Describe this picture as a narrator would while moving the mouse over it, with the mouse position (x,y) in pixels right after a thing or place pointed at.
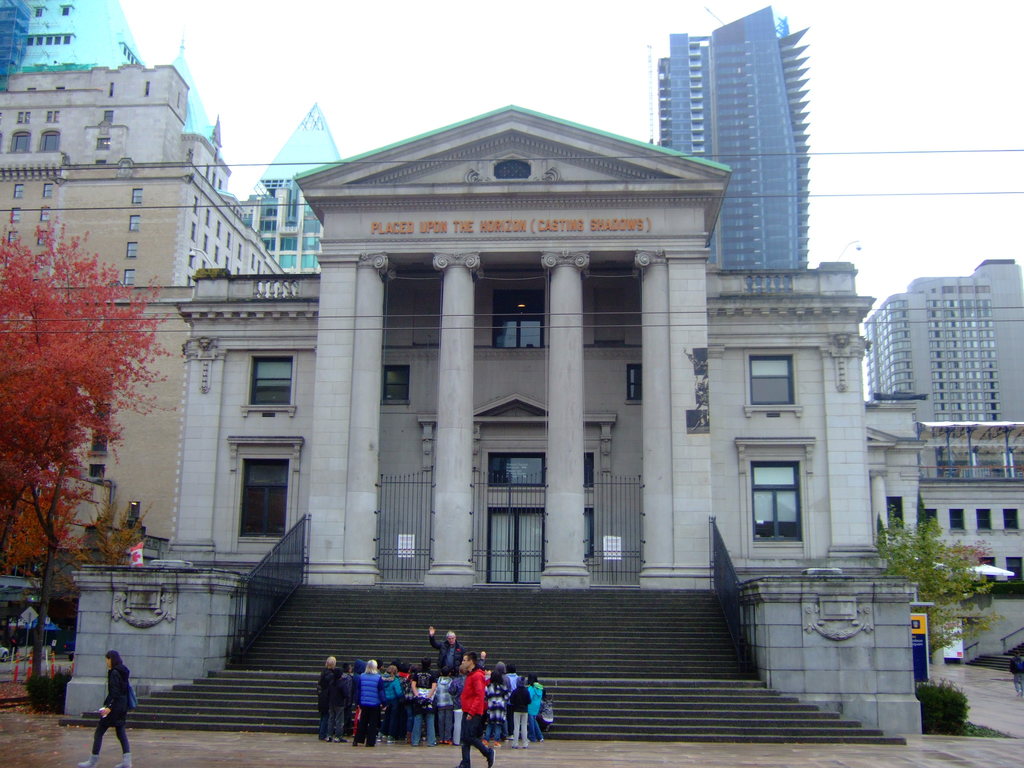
In this image, at the bottom (477,685) there is a man (467,729), he is walking. On the left bottom (118,715) there is a woman (126,699), she is walking. In the middle (541,276) there are people (493,692), buildings (671,368), trees (926,576), sign boards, windows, cables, sky (458,119).
